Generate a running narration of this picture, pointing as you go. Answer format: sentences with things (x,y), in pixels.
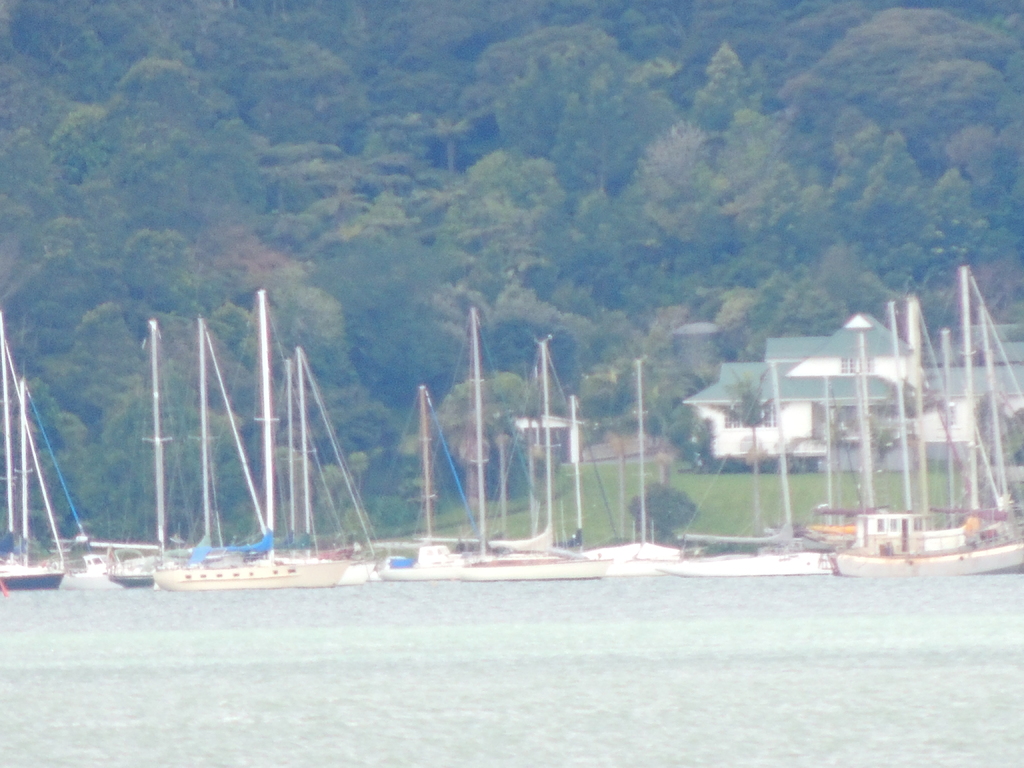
In this image, in the middle (634,507) there are boats (643,461), water (683,582), grass (762,499), plants (659,496), trees (628,419), house (795,399).
